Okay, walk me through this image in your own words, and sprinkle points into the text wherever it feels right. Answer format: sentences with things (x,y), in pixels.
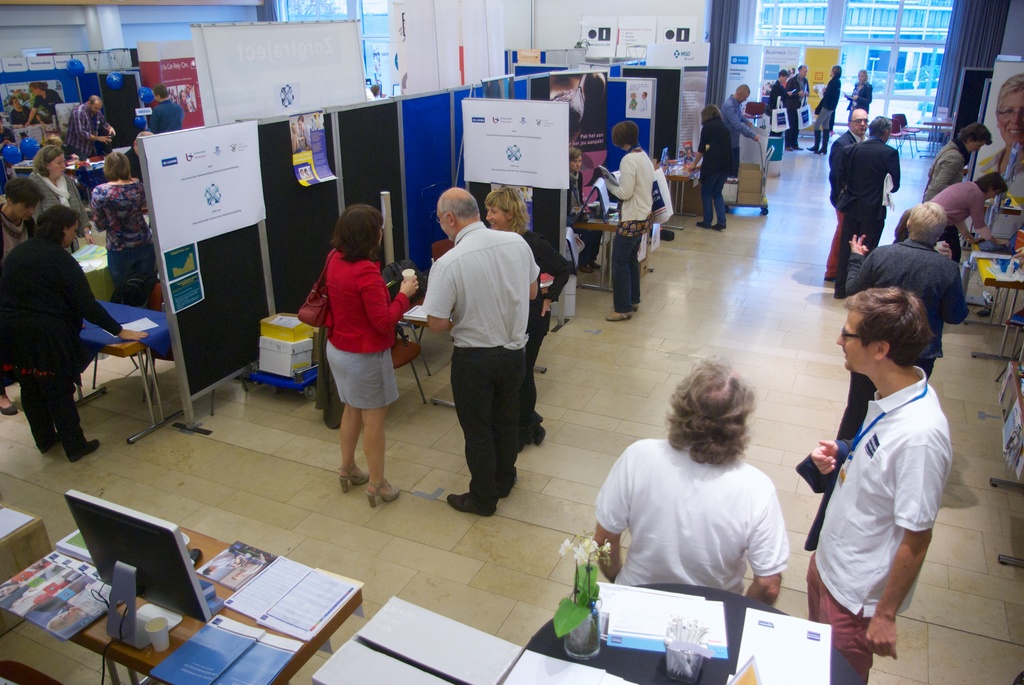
At the bottom of the image (161,598) there is a table (97,611) with a monitor (117,608), papers (201,631) and some other things (160,644). And at the bottom of the image (414,658) there are boxes (473,651). And also there is a table (674,596) with flowers (590,606) in the glass (576,642) and also there are papers (752,609) and some other things (690,633). In the image there are many people (850,287) standing. And also there tables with some things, chairs (414,349), posters (648,26), banners (686,95), boards (613,160) and many other things (955,53). In the background (796,50) there are banners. Behind the banners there are glass walls (921,36). Behind them there is a building (868,3).
